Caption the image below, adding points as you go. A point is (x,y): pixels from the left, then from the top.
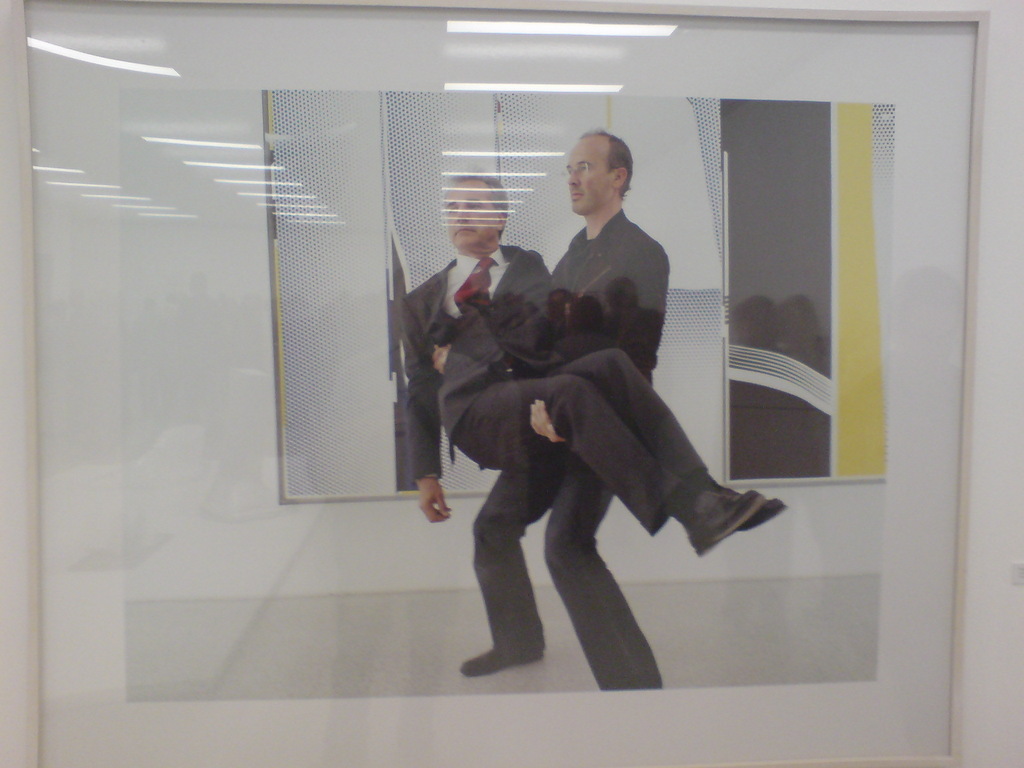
In this image there is a picture (370,390) of a person (571,247) holding another person (449,306) in his hands (544,421).
